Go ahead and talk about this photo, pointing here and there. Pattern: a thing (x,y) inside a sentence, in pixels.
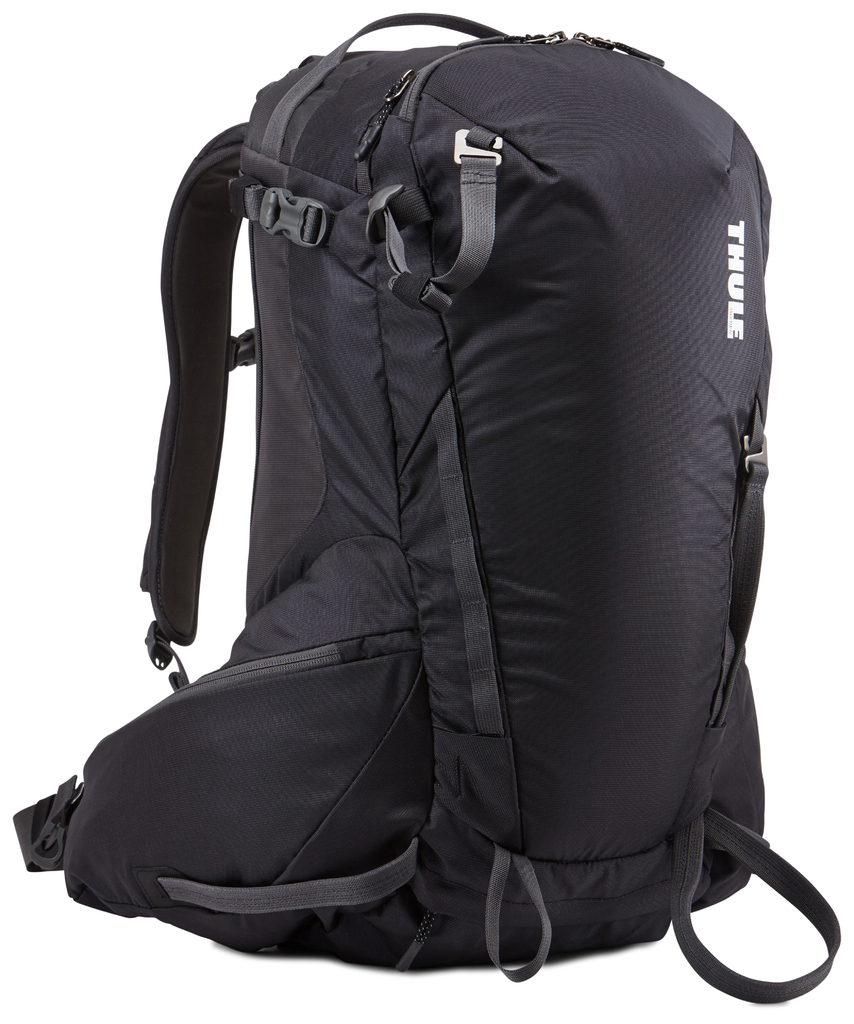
It is a black color bag (304,581) with lot of zips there is a name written as 'THULE' on it the background is white color.
